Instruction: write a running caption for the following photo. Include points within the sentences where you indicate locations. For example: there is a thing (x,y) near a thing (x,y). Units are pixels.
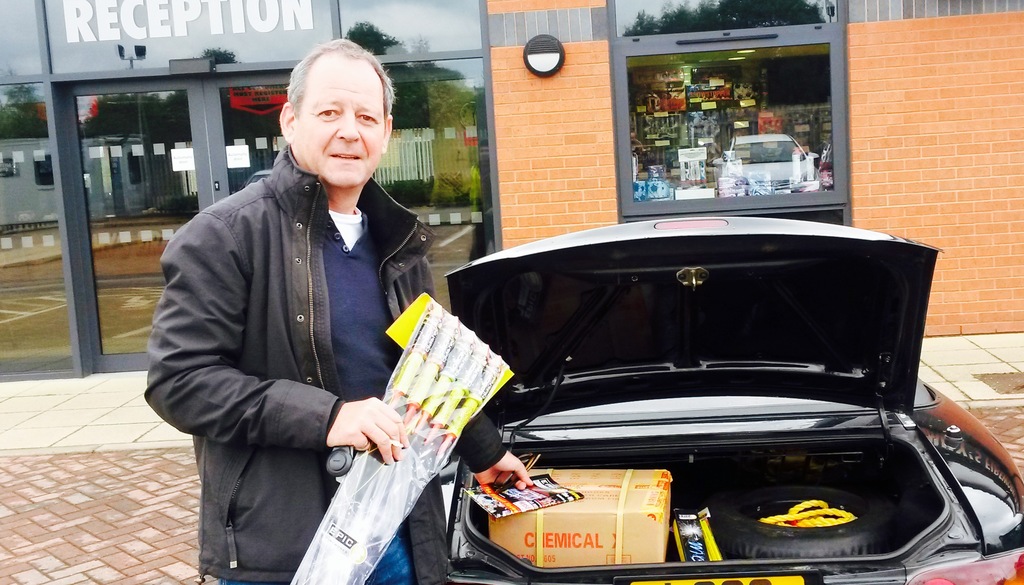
In this picture I can observe a person (293,353) standing beside the car (603,572). The person (312,326) is wearing a jacket (268,412). There is a brown color box (601,481) and a tyre (753,520) in the car (725,481). In the background (109,153) I can observe a building (148,79).
